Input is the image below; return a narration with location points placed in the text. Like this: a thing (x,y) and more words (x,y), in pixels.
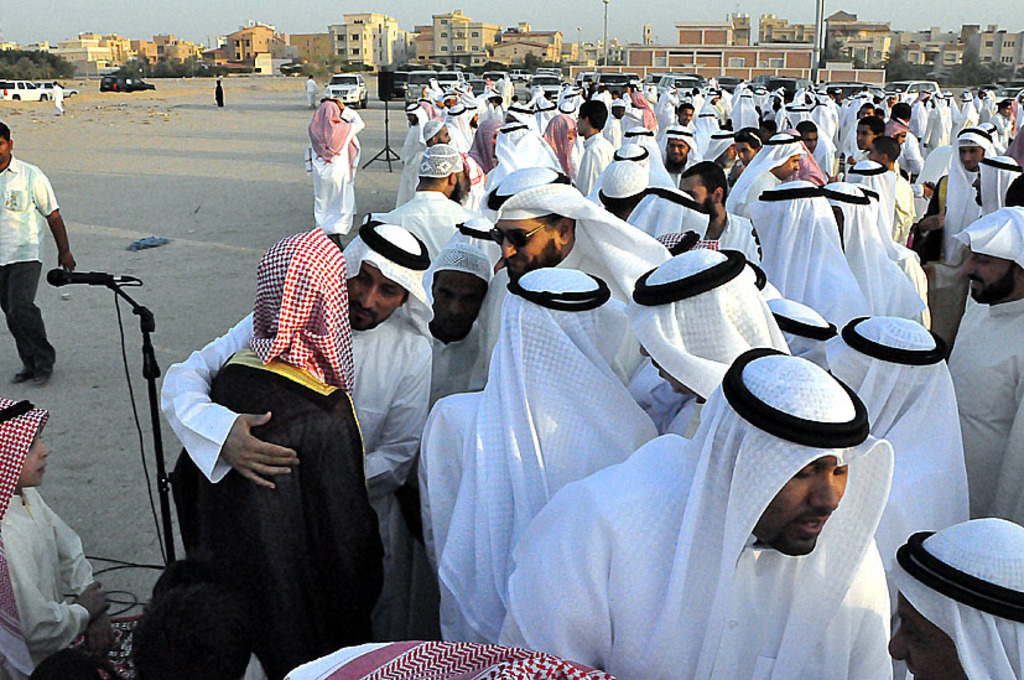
In the image there are a group of men (511,294) in the foreground (590,235), behind them there are cars (443,85) and in the background (125,53) there are buildings (151,44).
